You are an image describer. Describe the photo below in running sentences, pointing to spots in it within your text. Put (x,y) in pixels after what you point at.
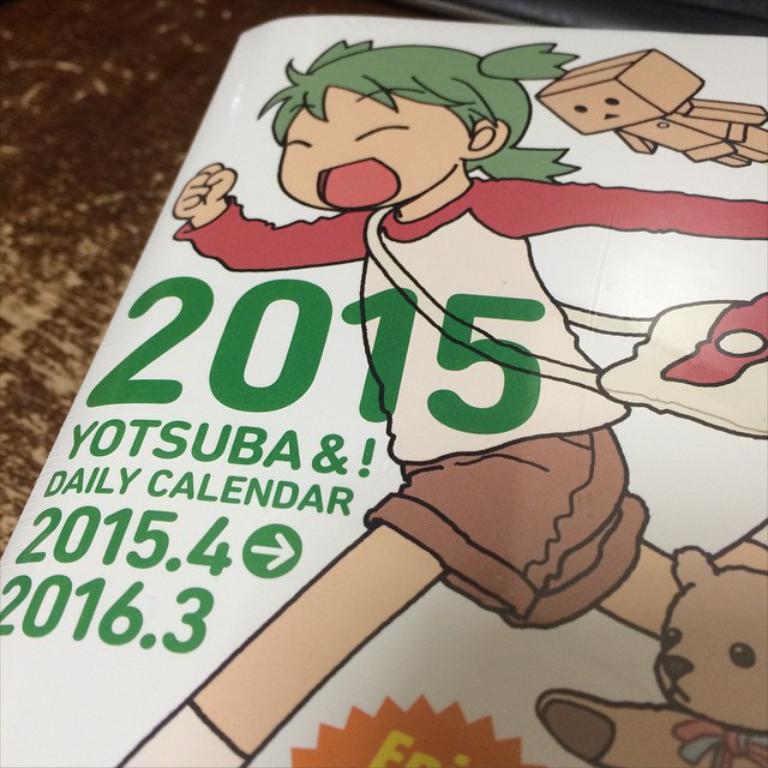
There is a picture (409,427) of a kid (406,461) and a text (264,499) is written on a paper (283,263) which is in the middle of this image (280,311). It seems like a floor (147,192) in the background (115,110).
